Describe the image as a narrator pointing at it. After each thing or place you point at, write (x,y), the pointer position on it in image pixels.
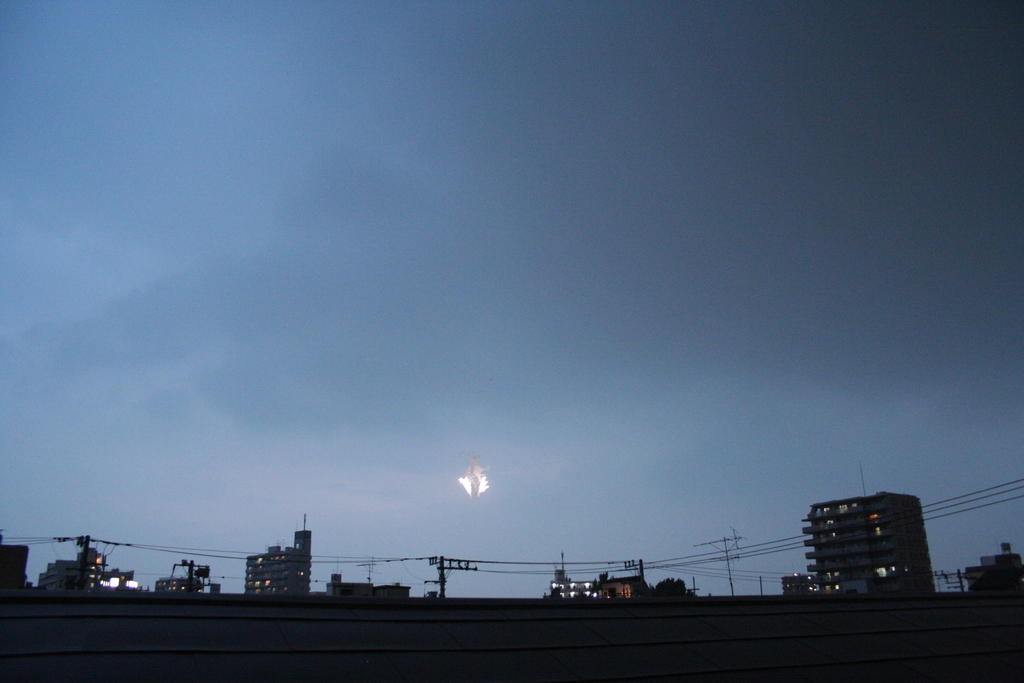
In this image I can see buildings (578,585), poles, cables (406,559) and in the background (555,227) there is sky (789,210). And at the bottom of the image (513,628) it looks like a wall (558,620).
